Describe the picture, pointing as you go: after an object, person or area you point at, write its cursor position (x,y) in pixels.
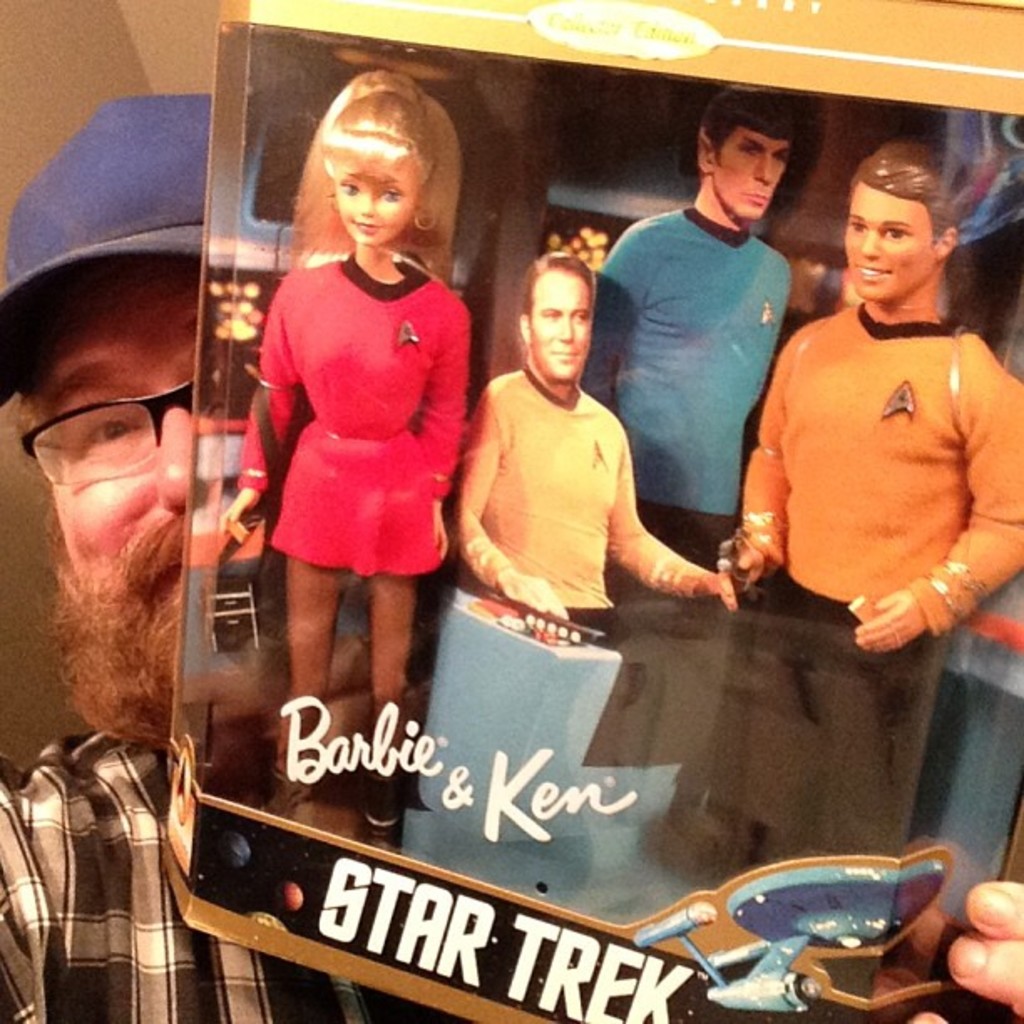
In the image a person (212,952) is holding a toy (693,35).
